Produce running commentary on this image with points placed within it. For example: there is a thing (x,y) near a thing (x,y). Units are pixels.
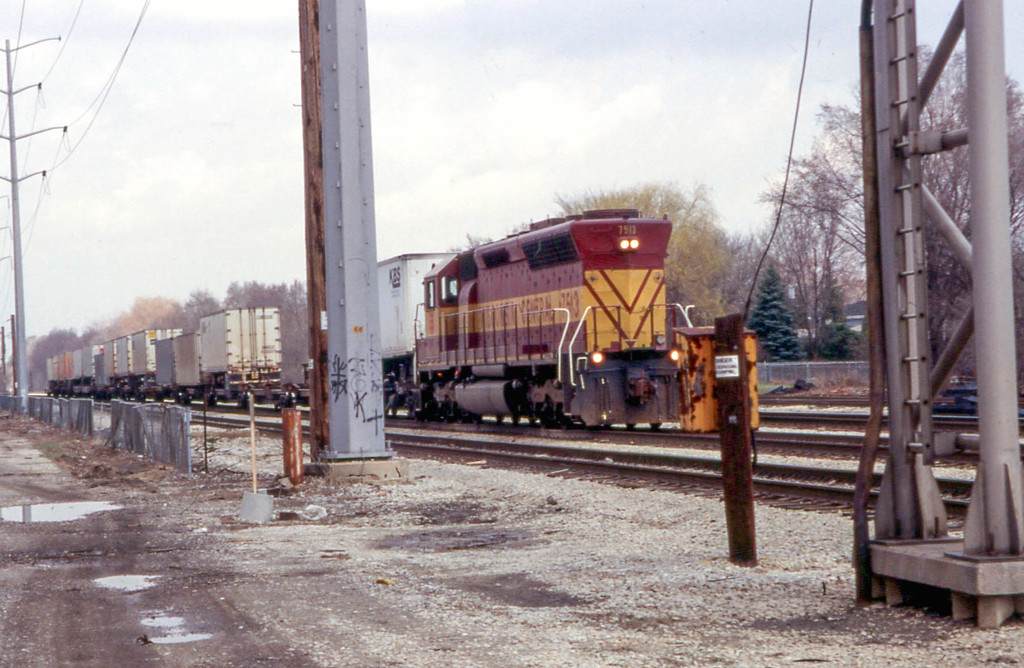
In this picture we can see a train (562,416) on the tracks (560,449), beside to the train (670,228) we can find few trees (684,249), poles (331,250), fence (156,411) and cables (102,88), and also we can see water (40,508).
